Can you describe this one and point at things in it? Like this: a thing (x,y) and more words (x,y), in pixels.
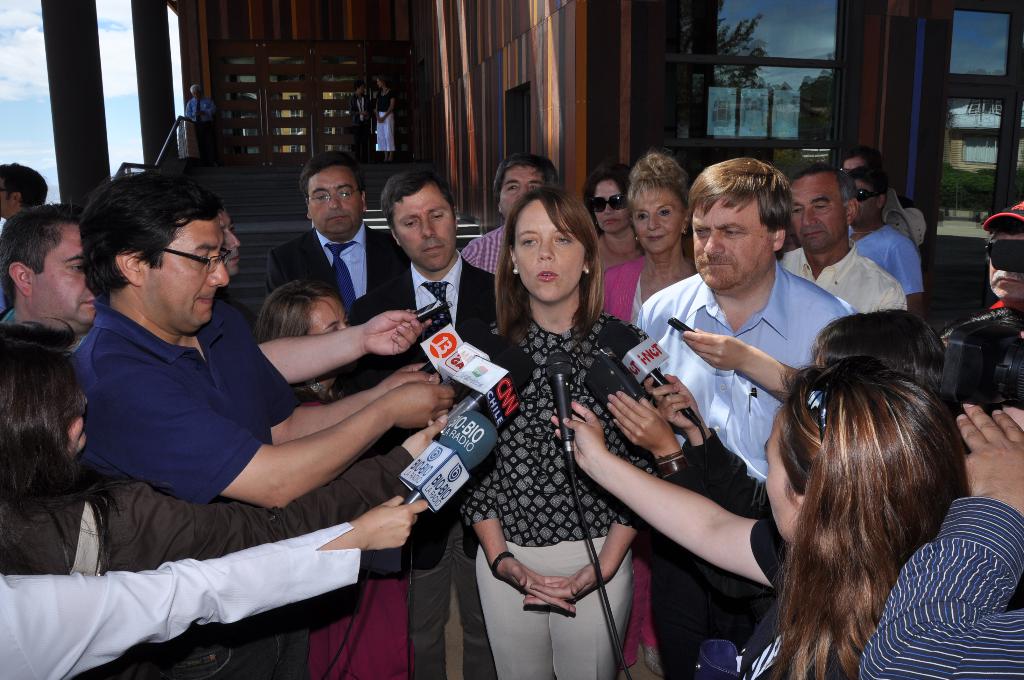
In this image we can see people (591,429) holding mics (626,338). There is a lady (530,434) standing. In the background of the image (369,6) there is a building (372,124). There are staircase (259,295). There is a staircase railing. To the left side of the image (23,98) there is sky (34,89) and clouds (29,80).
